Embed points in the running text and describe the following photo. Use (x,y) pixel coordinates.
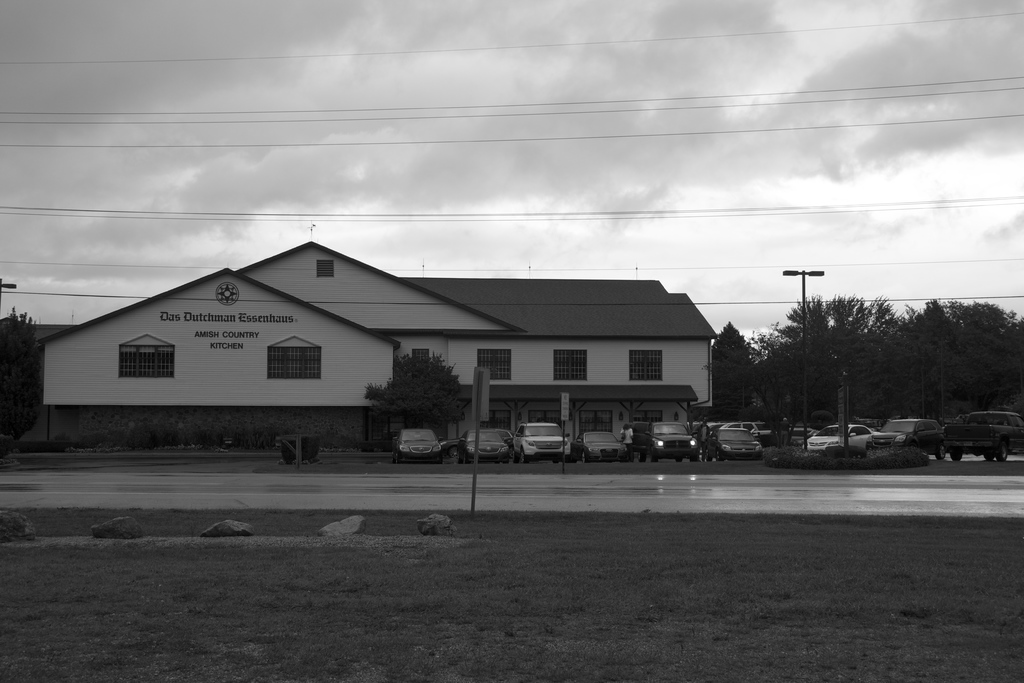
This is a black and white image. In this image, on the ground (424,593) there is grass (387,556) and stones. Also there is a road (349,496). Near to that there is a board (479,405) with pole (480,388). In the back (458,424) there are many vehicles (838,441), buildings (373,366) with name (186,321) and windows (578,365). There are trees (826,357). Also there is a light pole (801,272). In the background (434,200) there is sky (531,154) with clouds (532,134).
